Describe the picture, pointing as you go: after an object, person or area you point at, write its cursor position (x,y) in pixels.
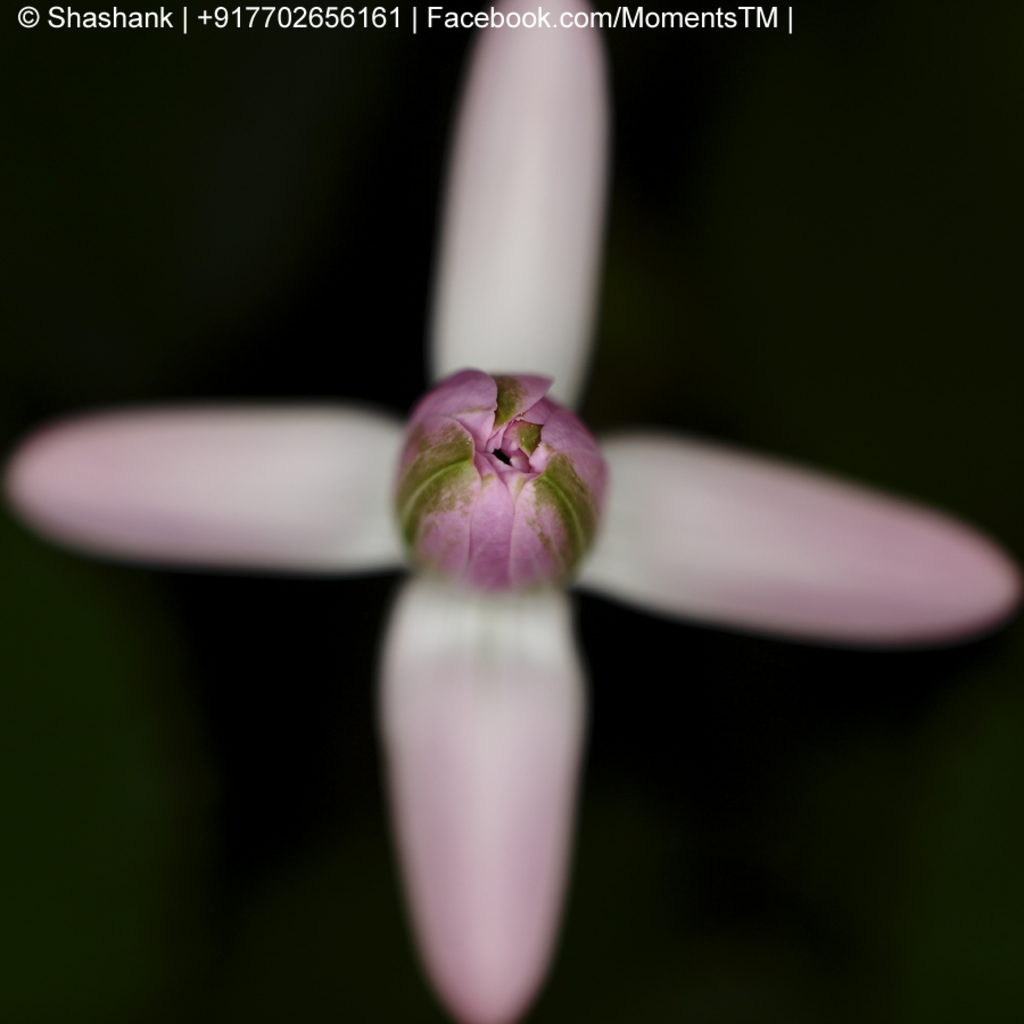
In the picture we can see the flower (484,507) in the center of the image (486,510), the corners of the image is blurred and the background of the image (862,429) is dark. Here we can see the watermark (300,23) at the top of the image (332,23).
